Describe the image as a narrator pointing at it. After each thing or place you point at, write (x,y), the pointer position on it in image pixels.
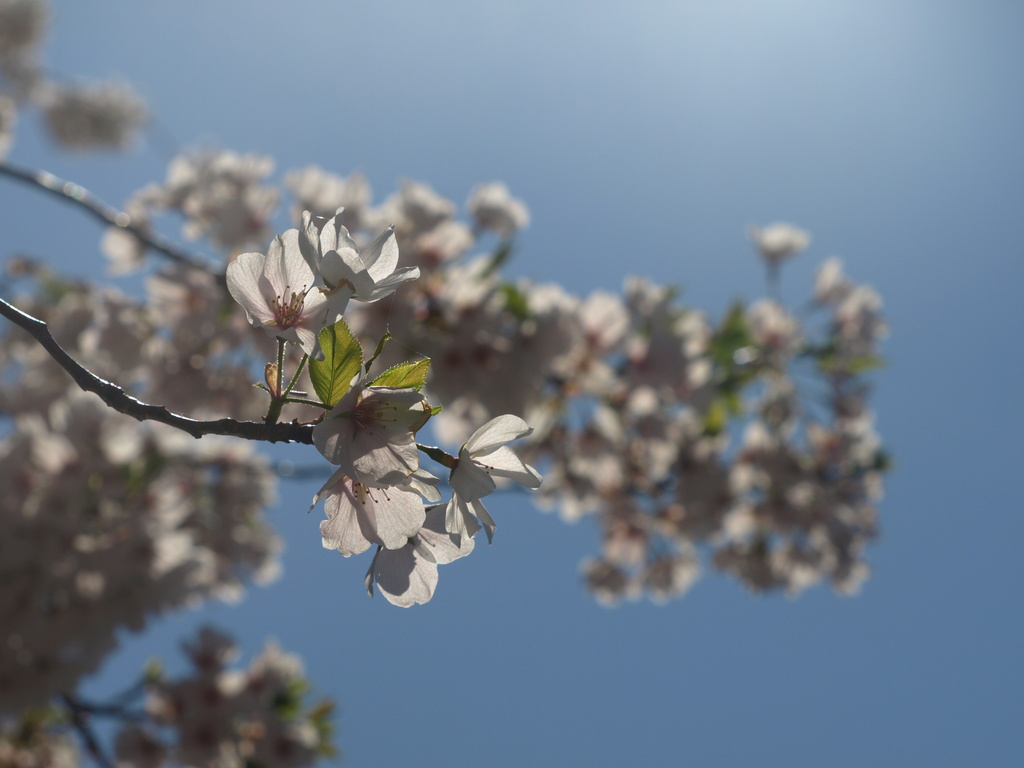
In this picture there is a flower plant (394,471) in the front (433,538). Behind there is a blur background (838,435).
